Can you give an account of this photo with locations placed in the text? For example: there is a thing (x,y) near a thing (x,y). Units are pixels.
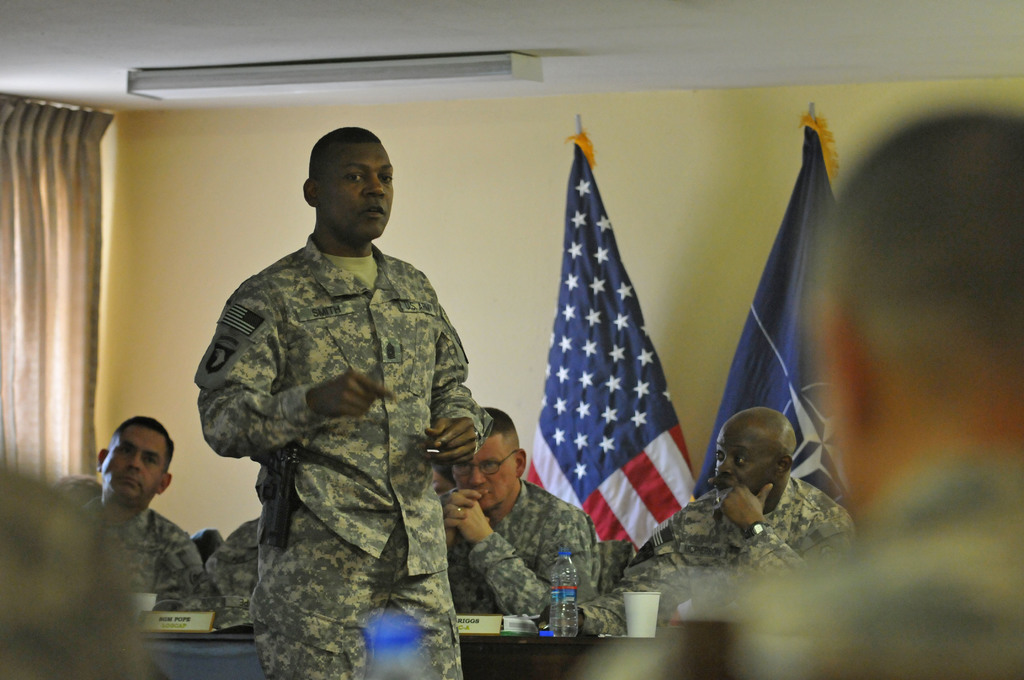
In this image we can see a group of people (919,568) wearing military uniforms (827,530) are sitting. One person (386,369) is standing. On the left side of the image (43,277) we can see curtain (10,297). At the bottom of the image (632,619) we can see the bottle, glass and some boards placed on the table (546,662). At the top of the image (358,64) we can see lamp (368,76) on the roof (386,39).
